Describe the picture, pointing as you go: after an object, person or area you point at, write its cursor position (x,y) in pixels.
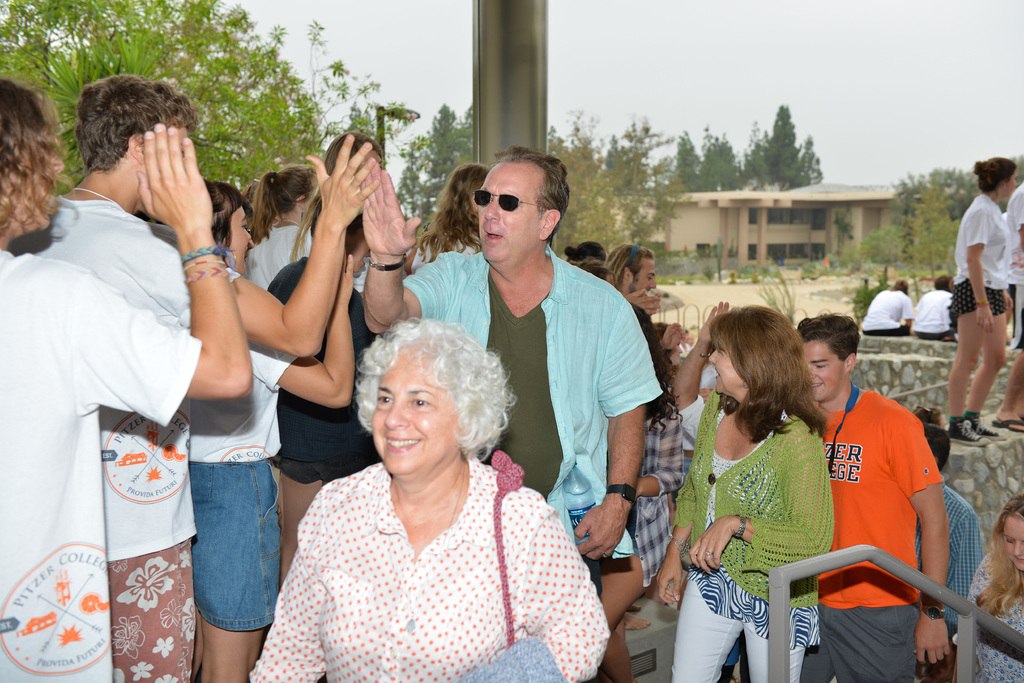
In this picture I can see a group of people (412,403) are standing. On the right side (721,198) I can see buildings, trees (585,160) and the sky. I can also see a metal object (774,654). The woman (410,350) in the front (426,346) is smiling and carrying an object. In the background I can see a pole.
